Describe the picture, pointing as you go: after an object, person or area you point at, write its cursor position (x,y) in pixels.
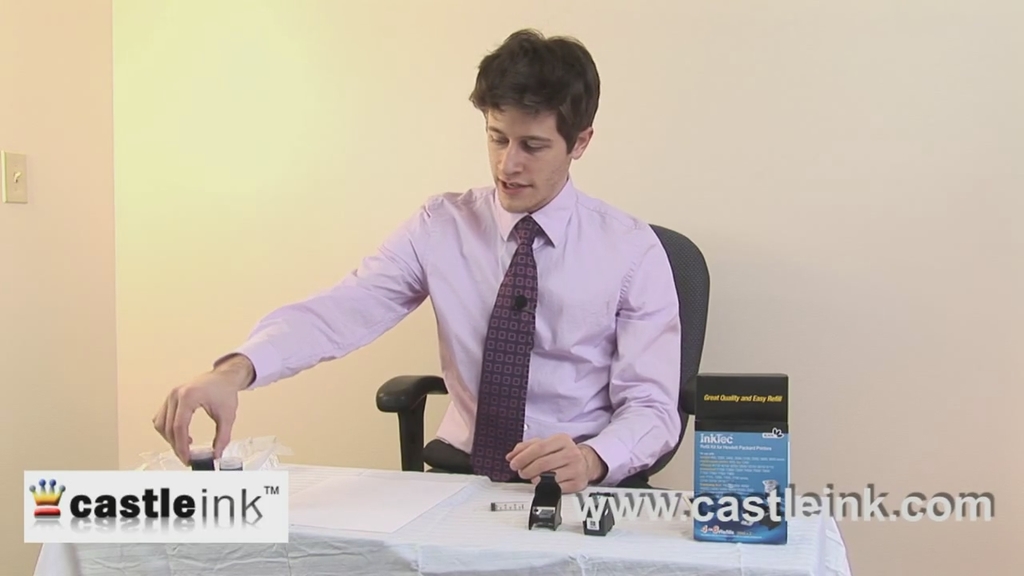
A man (505,299) is showing an ink bottle (202,456) on a table (304,494) sitting in front of it.
